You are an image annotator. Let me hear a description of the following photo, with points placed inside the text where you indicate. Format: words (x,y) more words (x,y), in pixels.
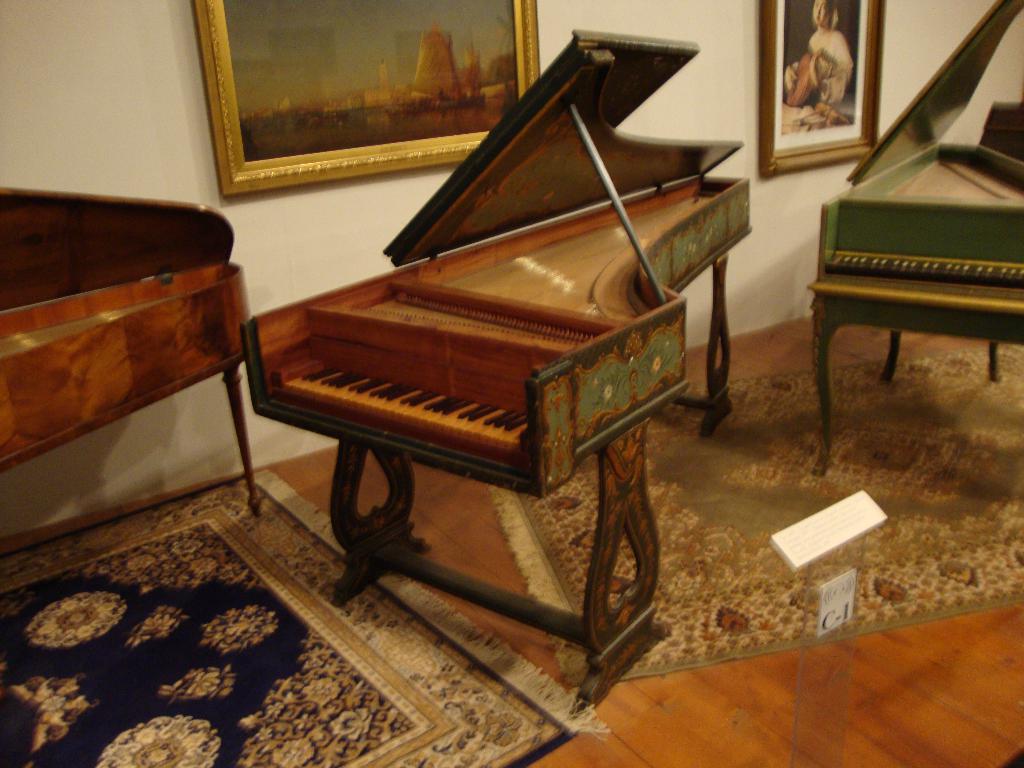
In this picture we can see a few carpets (584,545) on the floor (561,751). There is glass object (817,591) and a white object (805,552) visible on the floor (885,747). We can see a few pianos (485,238) from left to right. There are a few frames (521,84) visible on the wall (796,237).
